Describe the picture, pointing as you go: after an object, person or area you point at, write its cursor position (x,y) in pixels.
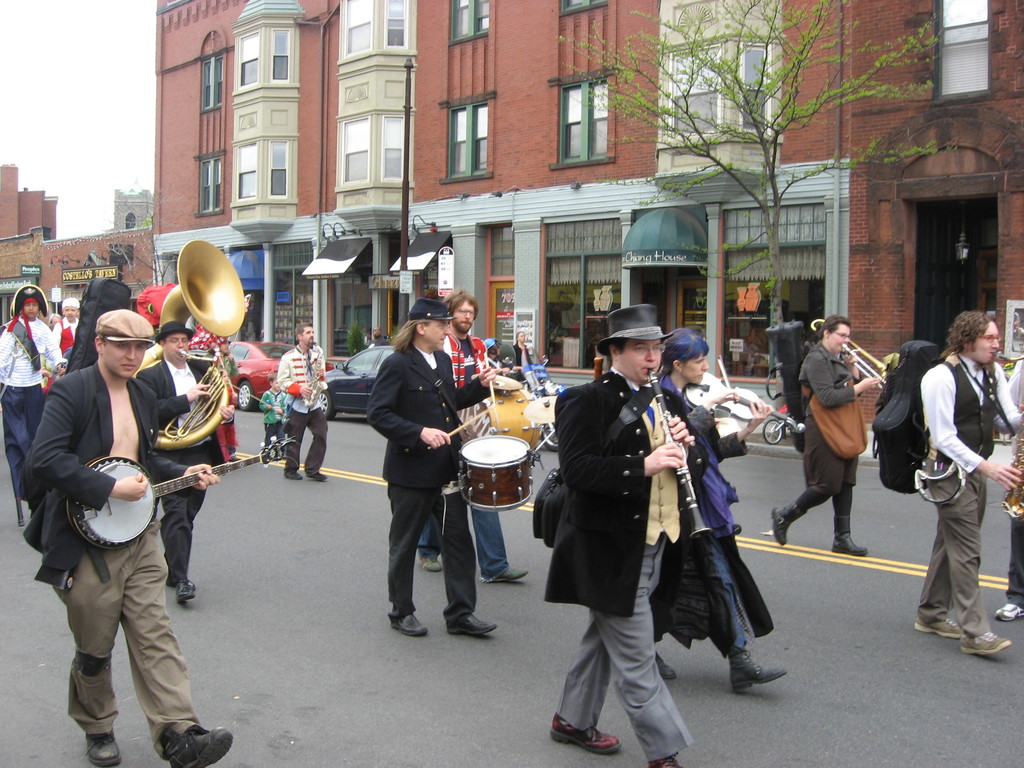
In this image I can see group of people (440,527) holding and playing musical instruments (276,445) and walking on the road (511,683). Also there are other people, vehicles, buildings (548,171), name boards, poles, trees (762,204) and in the background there is sky (147,147).
